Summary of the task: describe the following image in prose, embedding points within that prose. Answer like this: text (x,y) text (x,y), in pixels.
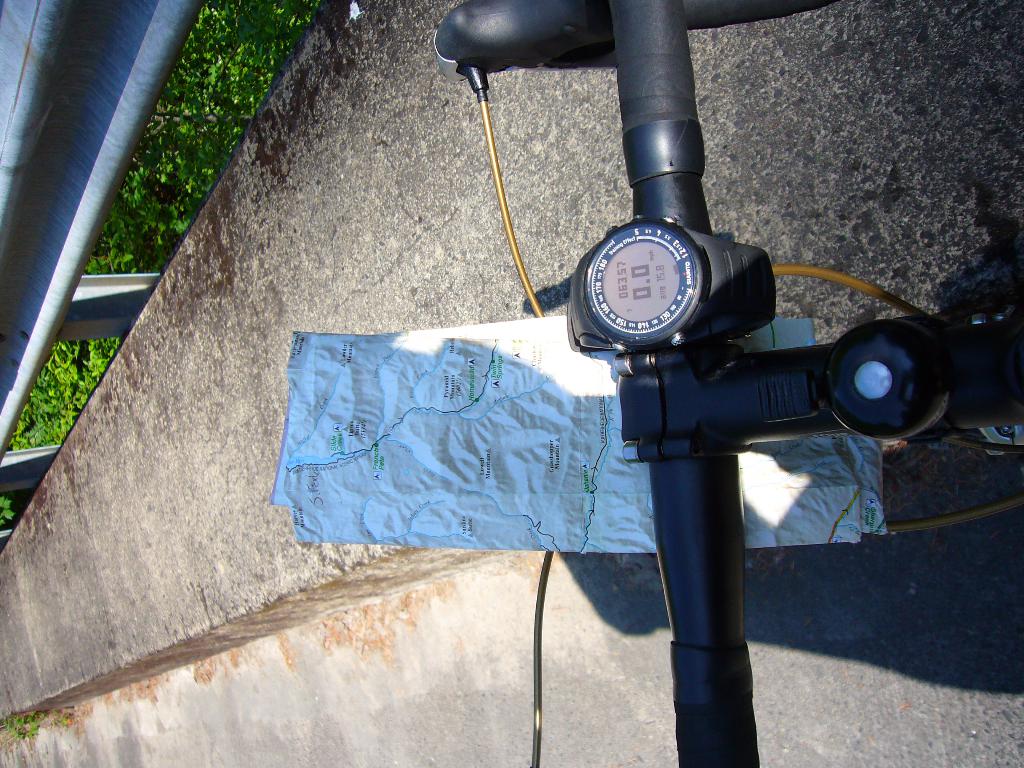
In this image I can see the bicycle handle (726,480) and the map (560,416). In the background (152,192) I can see the railing (54,103) and the plants (185,83).
